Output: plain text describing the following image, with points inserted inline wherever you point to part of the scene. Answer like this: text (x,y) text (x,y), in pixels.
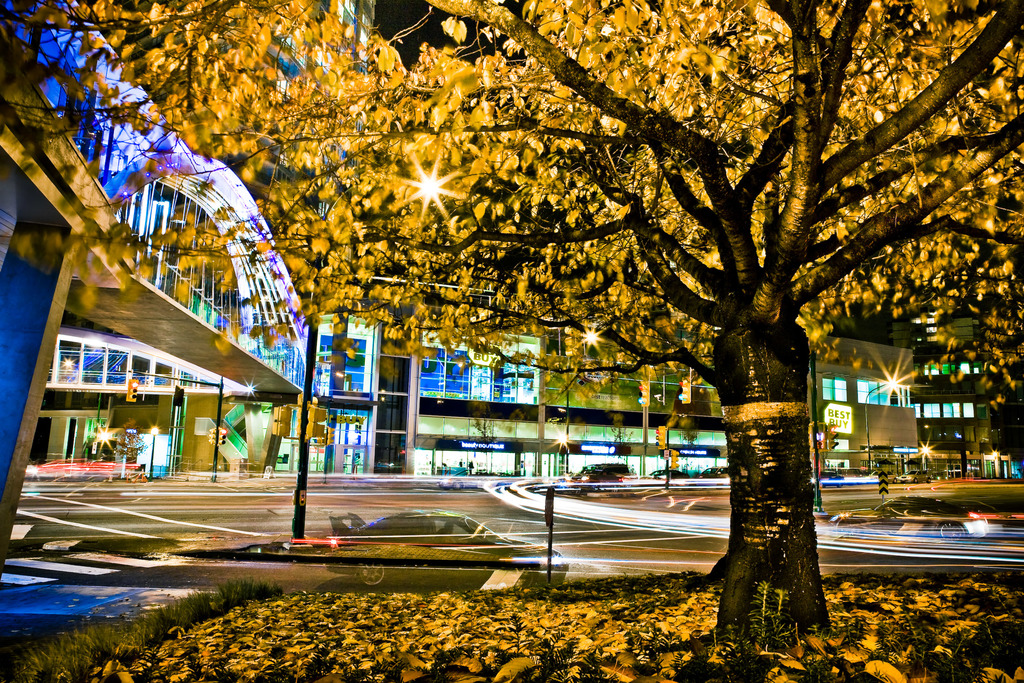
In the image we can see there is a tree (766,217) and there are dry leaves (550,636) on the ground (290,653). There are buildings (456,380) and there is a reflection (465,537) of car (448,538) parked on the road (702,487). There are street light poles (818,492) and there are cars (828,479) parked on the road (219,562).
